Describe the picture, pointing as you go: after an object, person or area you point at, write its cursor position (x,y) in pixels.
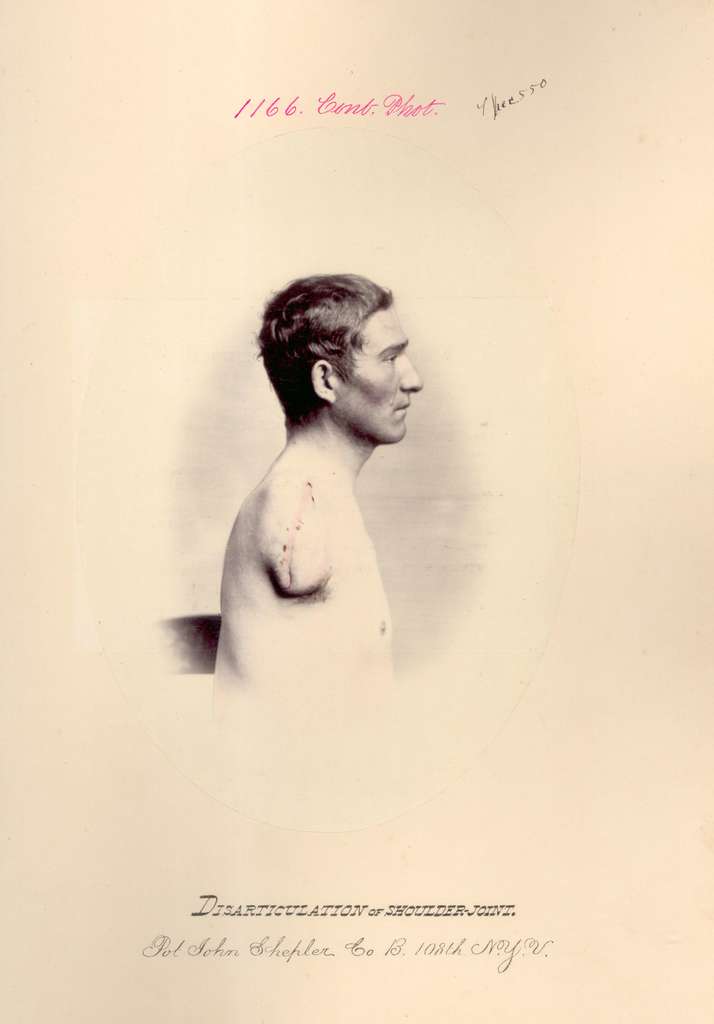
This is an old photograph in which there is some text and there is a image of the person (326,322).
